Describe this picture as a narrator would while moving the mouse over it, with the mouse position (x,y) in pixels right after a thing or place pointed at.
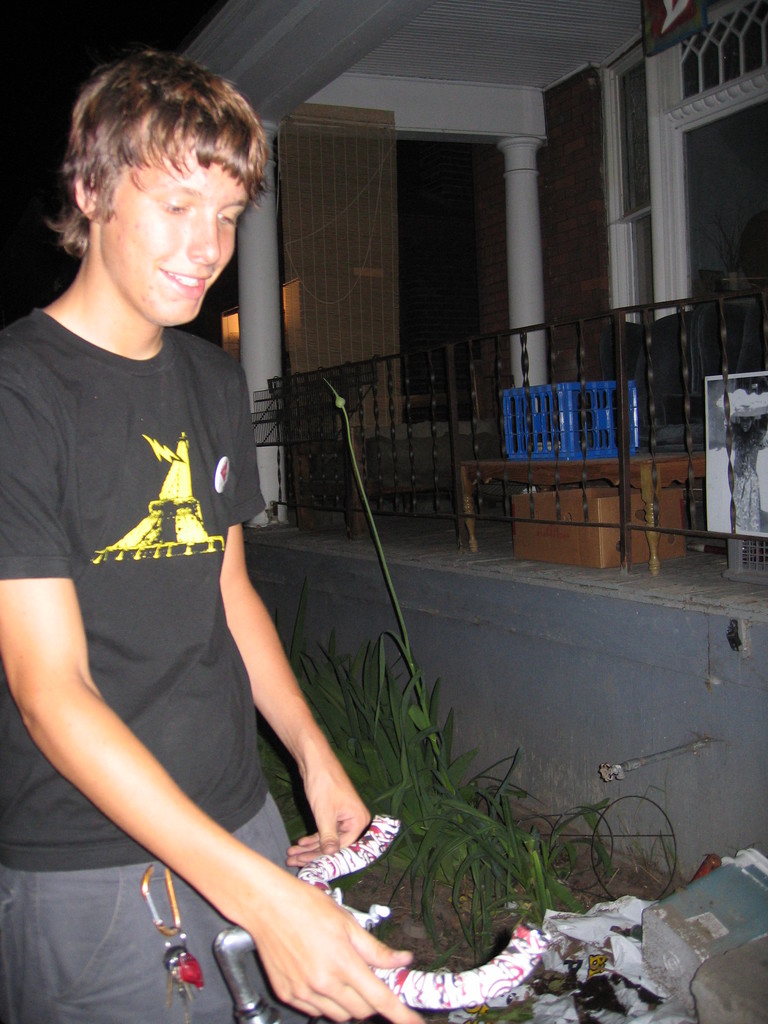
In the image on the left side (134,773) there is a man (140,604) standing and holding an object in his hands (309,942). And there are keys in the pocket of a man (328,927). Beside him there are plants (391,734). And there is a wall (391,626) with railings (605,531). Behind the railings (551,531) there are boxes (532,394). And also there are pillars (512,327), roofs (562,51) and walls (376,607).
